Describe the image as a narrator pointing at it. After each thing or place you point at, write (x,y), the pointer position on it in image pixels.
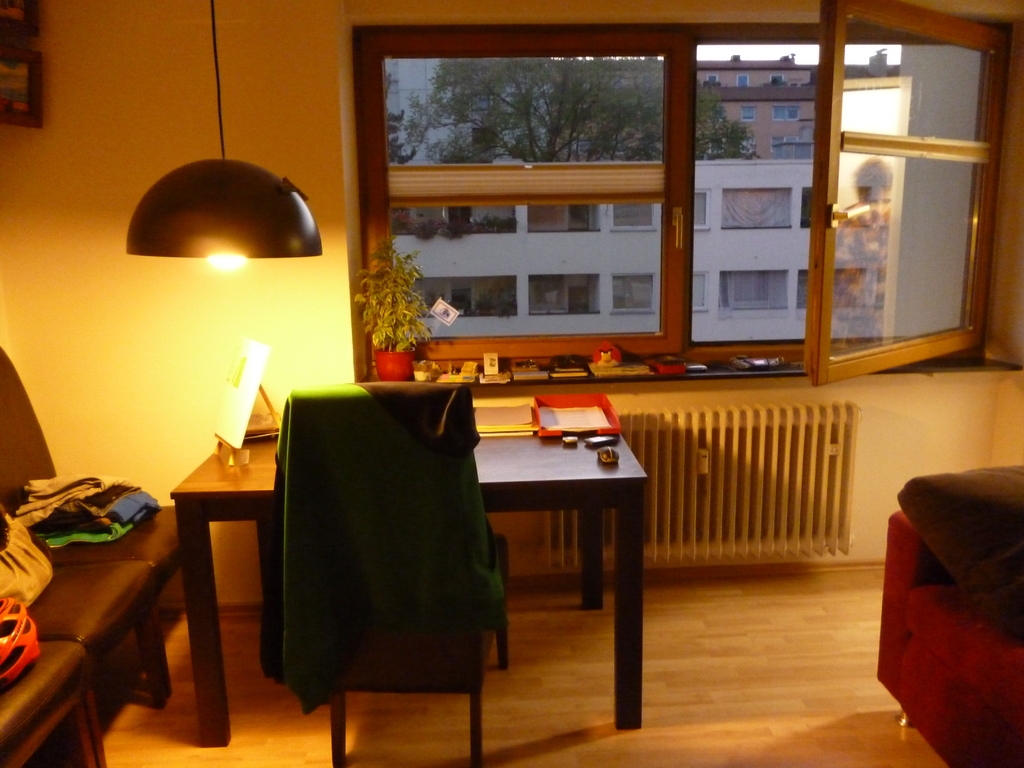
On this table (547,477) there is a tray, card (232,414) and things (612,454). Here we can see chair (316,481), lamp (211,218) and couch (124,582) with clothes (46,516). In-front of this window (489,277) there are plants (369,289) and things (663,370). Through this window (607,168) we can see buildings (747,168) with windows (742,302) and tree (528,123).
